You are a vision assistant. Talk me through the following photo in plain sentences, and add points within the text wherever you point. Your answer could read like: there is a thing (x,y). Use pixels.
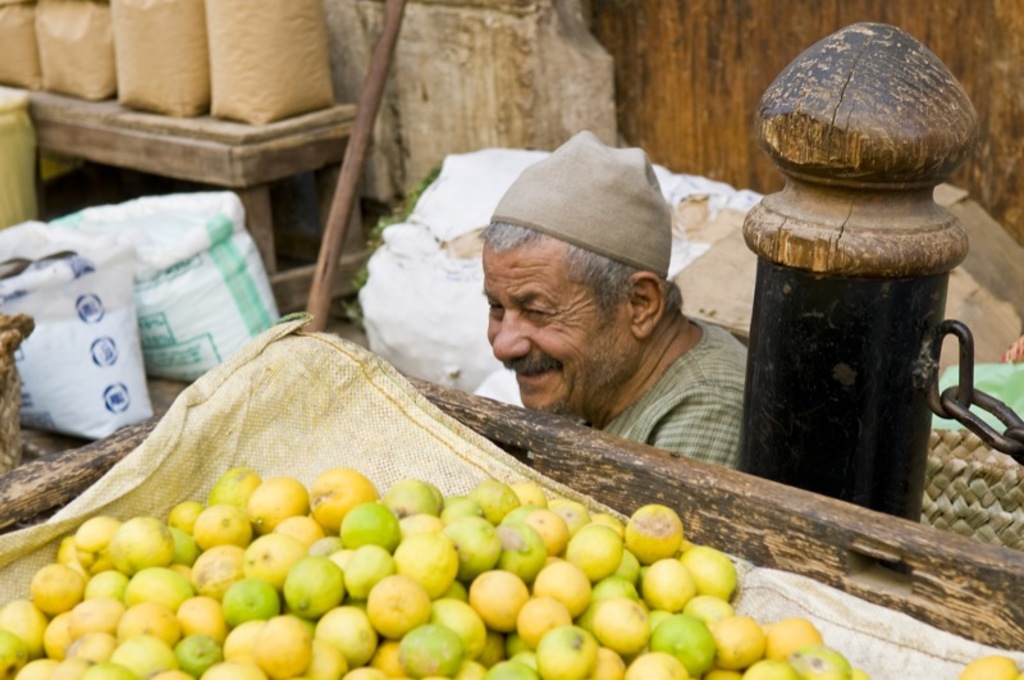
In this image, I can see an old man (650,436) sitting and smiling. I can see a bunch of lemons (384,588) placed on a sheet (332,425). This looks like a wooden baluster (855,356). I can see the woven sacks (217,273). This is a wooden stick (321,261). I can see a table (82,119) with bags (228,61) on it. This looks like a wall (533,93). On the right side of the image (967,385), that looks like an iron chain (1008,440).
